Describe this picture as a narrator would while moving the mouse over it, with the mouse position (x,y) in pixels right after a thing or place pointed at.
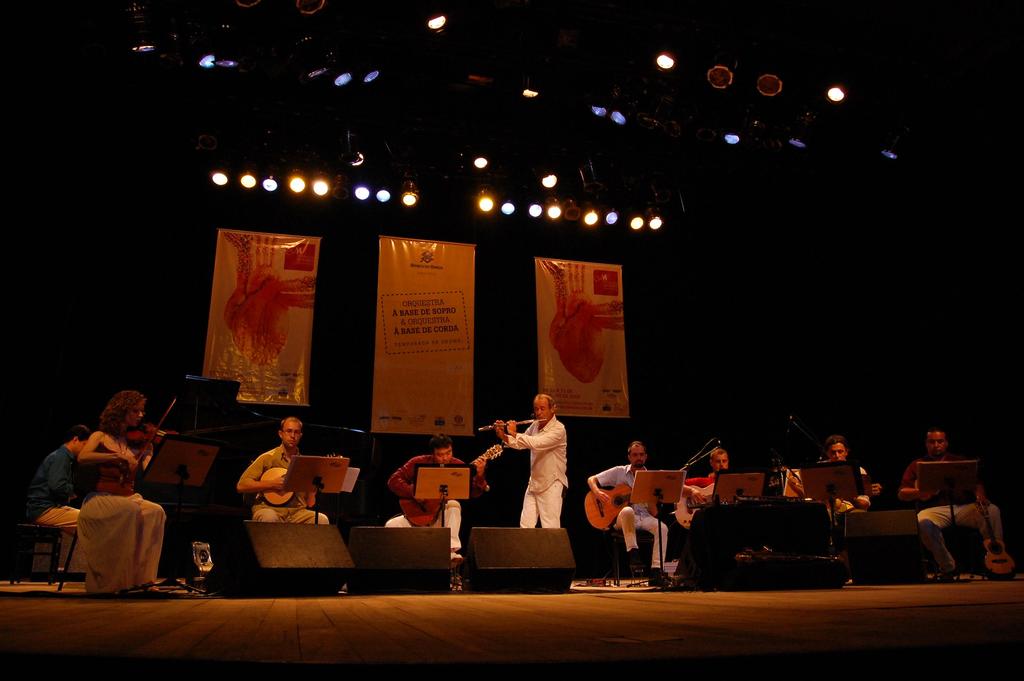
In this image we can see people (632,505) playing musical instruments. At the bottom (506,583) there are speakers (877,549). In the background (255,256) there are banners (464,344) and lights (571,215). We can see stands (833,503).
